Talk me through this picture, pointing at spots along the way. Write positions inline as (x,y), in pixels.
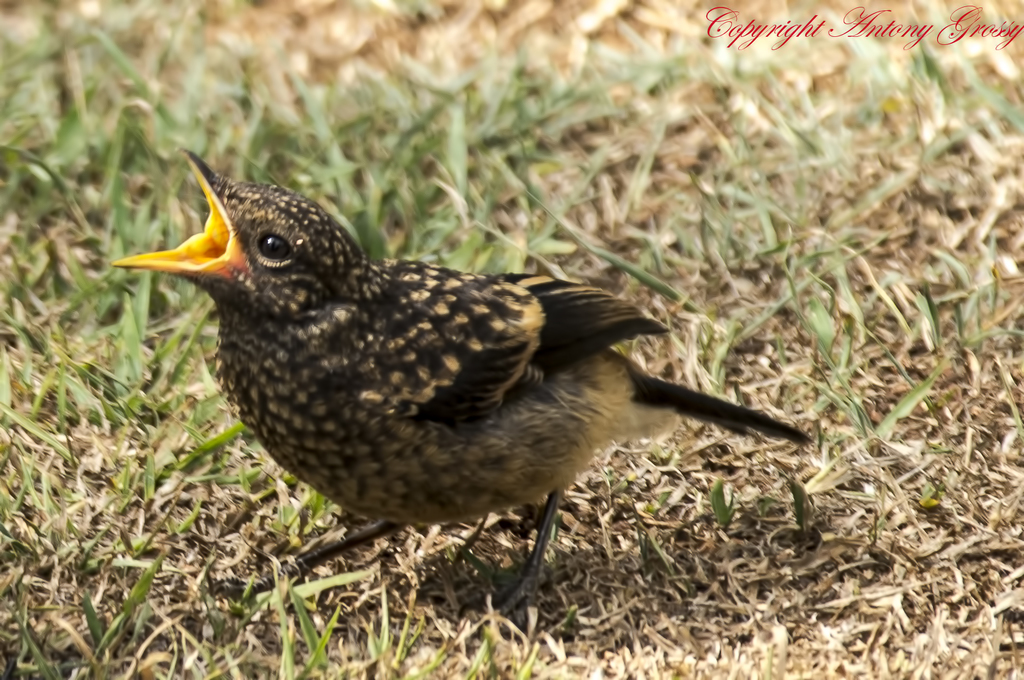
In this image, we can see a bird (428,470) on the grass (319,545). Right side (796,30) top corner, we can see a watermark (870,36) in the image.
